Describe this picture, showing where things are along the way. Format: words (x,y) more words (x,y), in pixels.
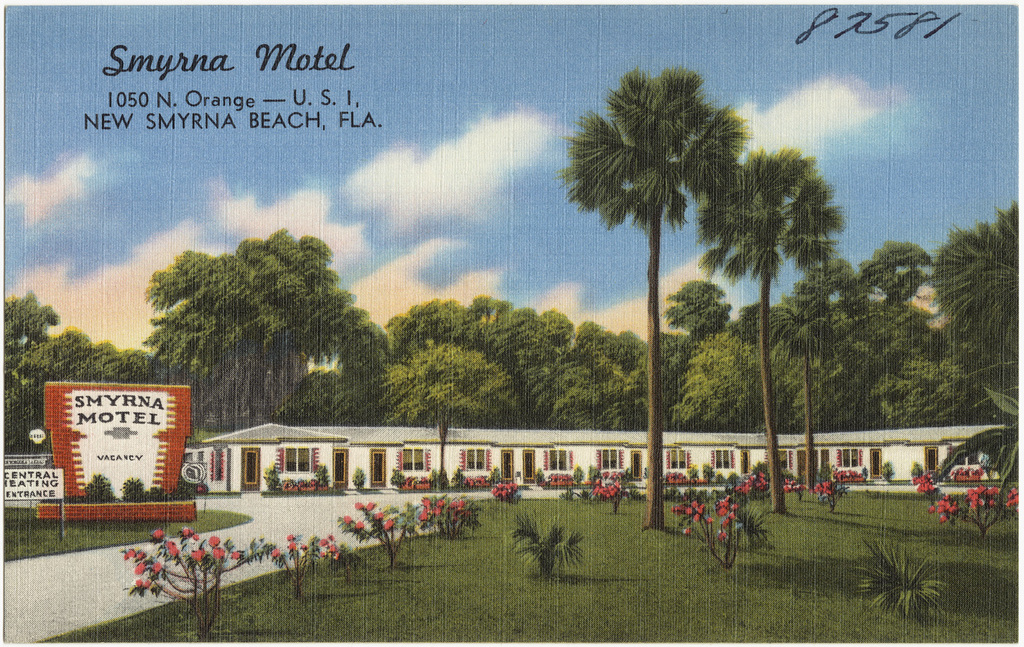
It's an image, in this on the right side (712,398) there are trees (652,308), in the middle (604,431) it is a house (453,450). At the top (457,141) it's a sky (467,197).
